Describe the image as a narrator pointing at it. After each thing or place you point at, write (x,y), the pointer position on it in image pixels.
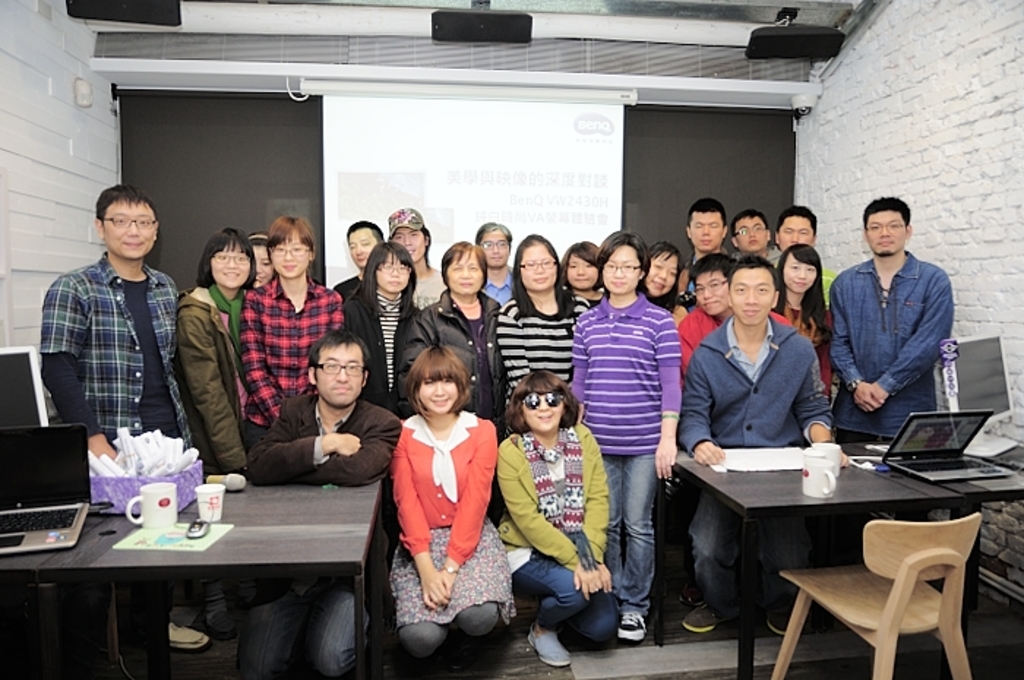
In this image there are group of persons (468,327) standing on the floor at the right side of the image (876,570) there is a chair (845,569) and laptop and also at the left side of the image (54,515) there is a laptop (73,516) and at the top of the image (461,162) there is a projector (440,122).
